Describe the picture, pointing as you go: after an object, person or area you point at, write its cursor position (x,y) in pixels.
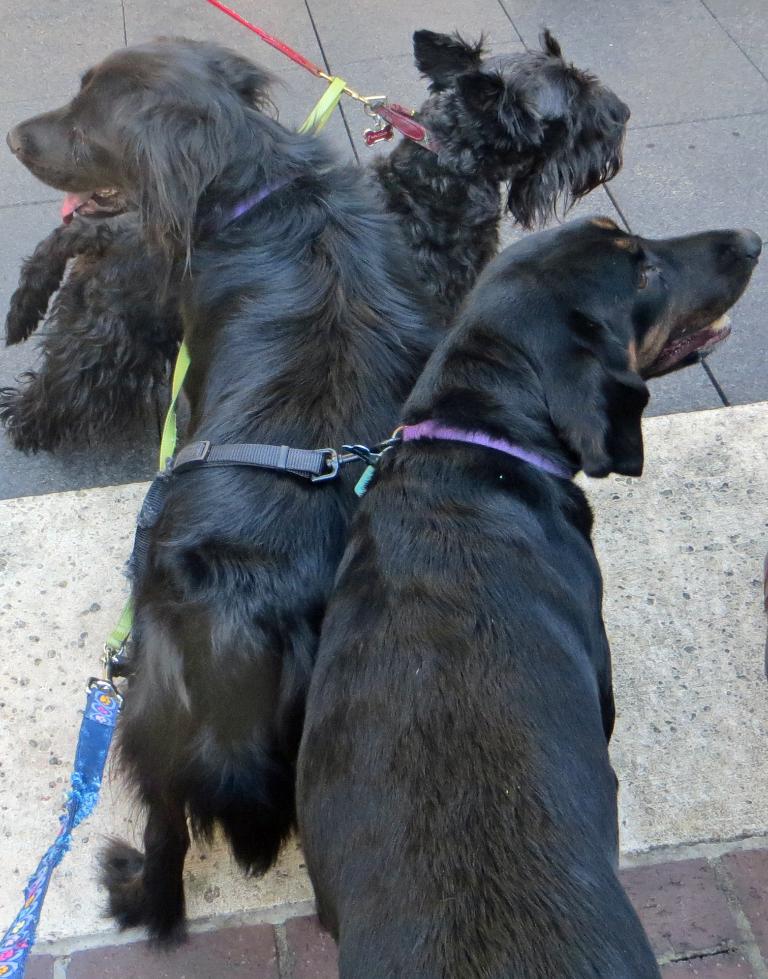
In this image there are three black dogs (342,563) with leashes (83,788).
